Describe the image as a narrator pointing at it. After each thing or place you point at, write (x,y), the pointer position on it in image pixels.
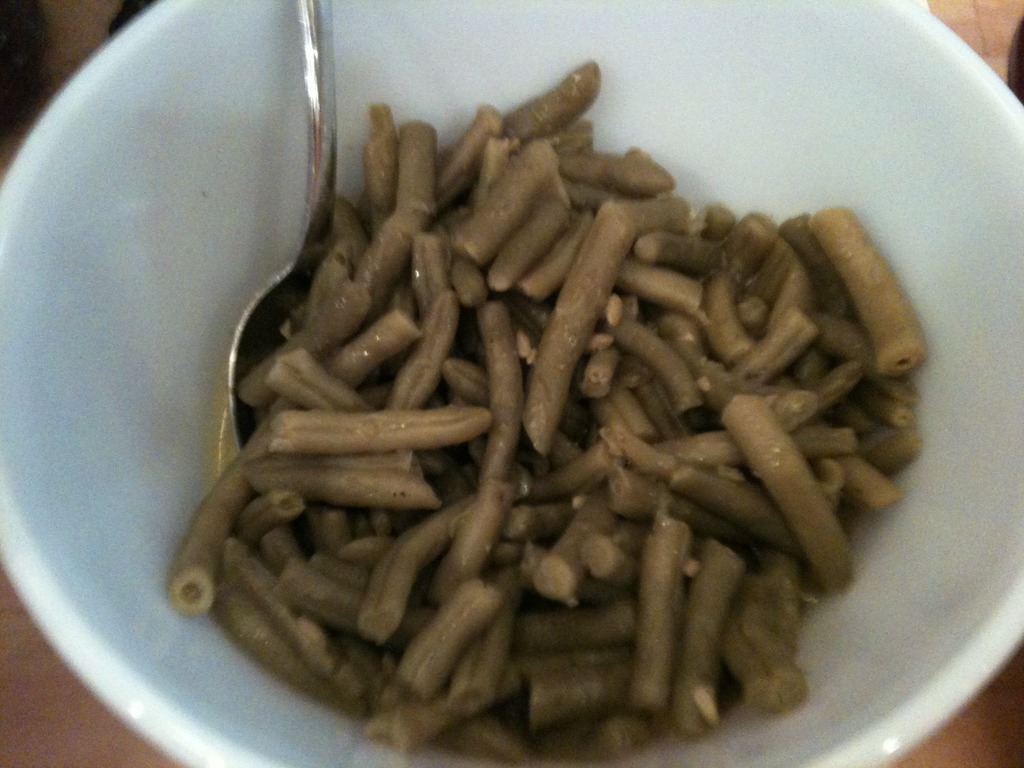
In this picture there is a bowl (957,141) which is kept on the table (984,735). In that bowl (358,69) we can see the spoon (273,325) and beans (683,257).
